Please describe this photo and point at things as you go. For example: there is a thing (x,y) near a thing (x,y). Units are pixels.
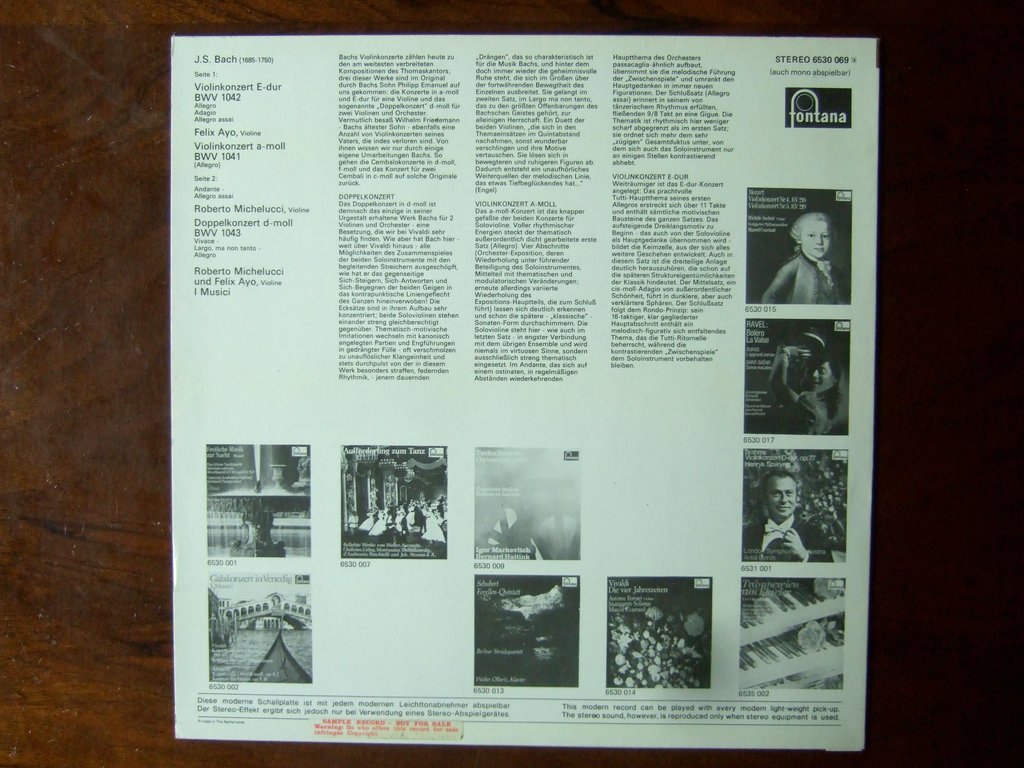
In this image we can see a poster (520,232) with some text (575,209) and images (817,200) on a wooden surface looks like a table (162,559).
